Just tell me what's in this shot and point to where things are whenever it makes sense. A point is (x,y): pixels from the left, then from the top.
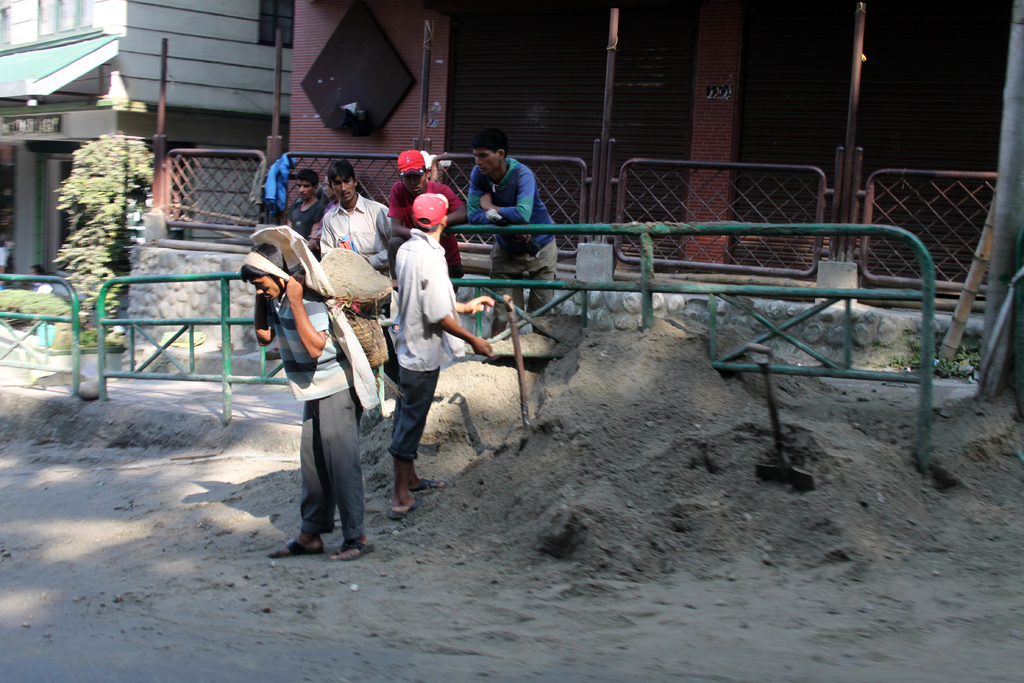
In this picture we can see a group of people (356,228) standing. On the right side of the people (437,312), there are shovels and sand (701,385). Behind the people (269,332), there are railings (228,274), a tree (96,204) and buildings (217,67). On the right side of the image (1006,172), there is a pole (1003,154).
